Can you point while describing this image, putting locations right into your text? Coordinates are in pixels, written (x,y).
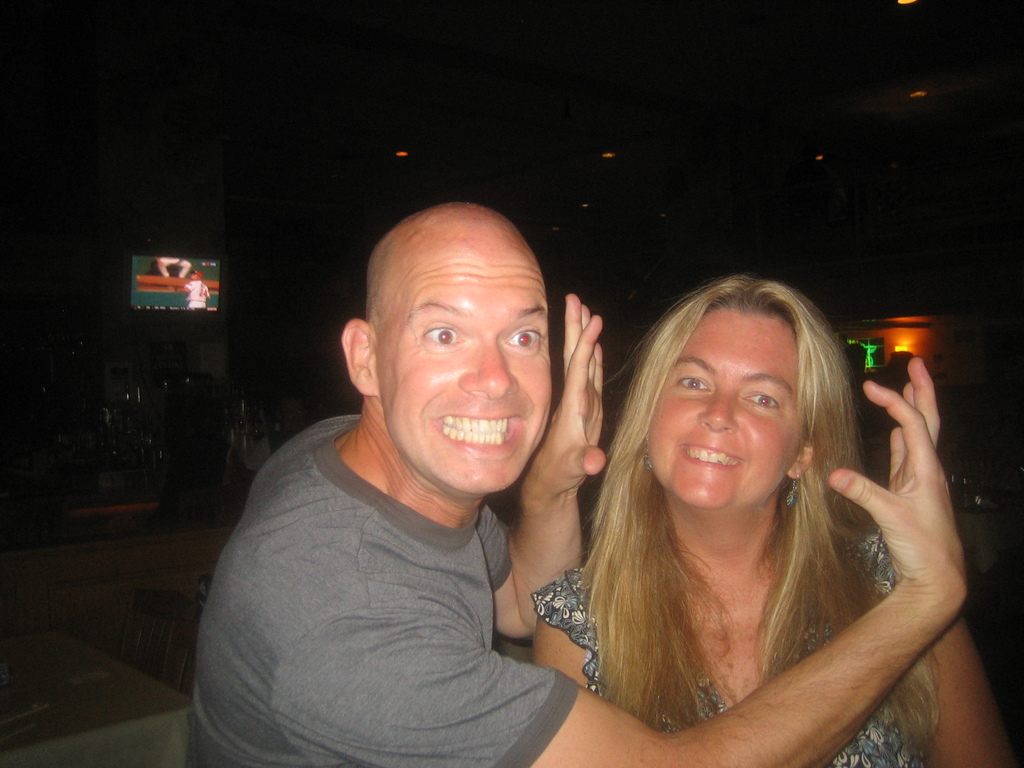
As we can see in the image there are two people (455,508) standing in the front (455,508). In the background (190,281) there is a television (195,298) and a light (895,349).
